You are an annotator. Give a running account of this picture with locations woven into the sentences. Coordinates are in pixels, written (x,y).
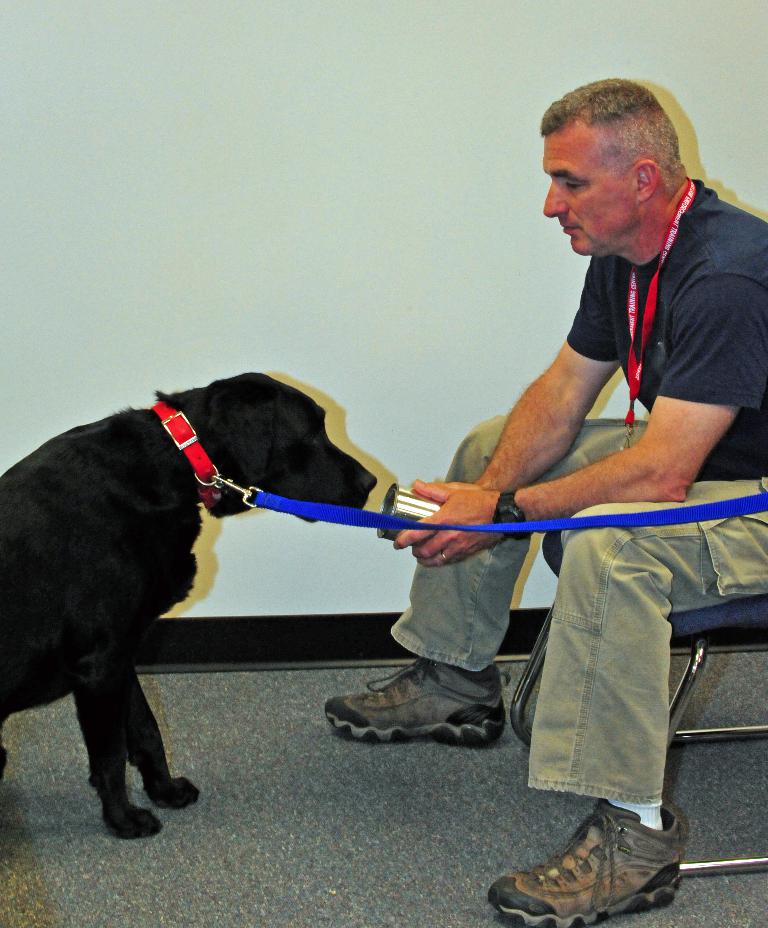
On the right side of the image (641,393) we can see person (609,592) sitting on the chair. On the left side of the image (123,499) there is a dog (281,468). In the background (157,230) there is wall (179,197).
